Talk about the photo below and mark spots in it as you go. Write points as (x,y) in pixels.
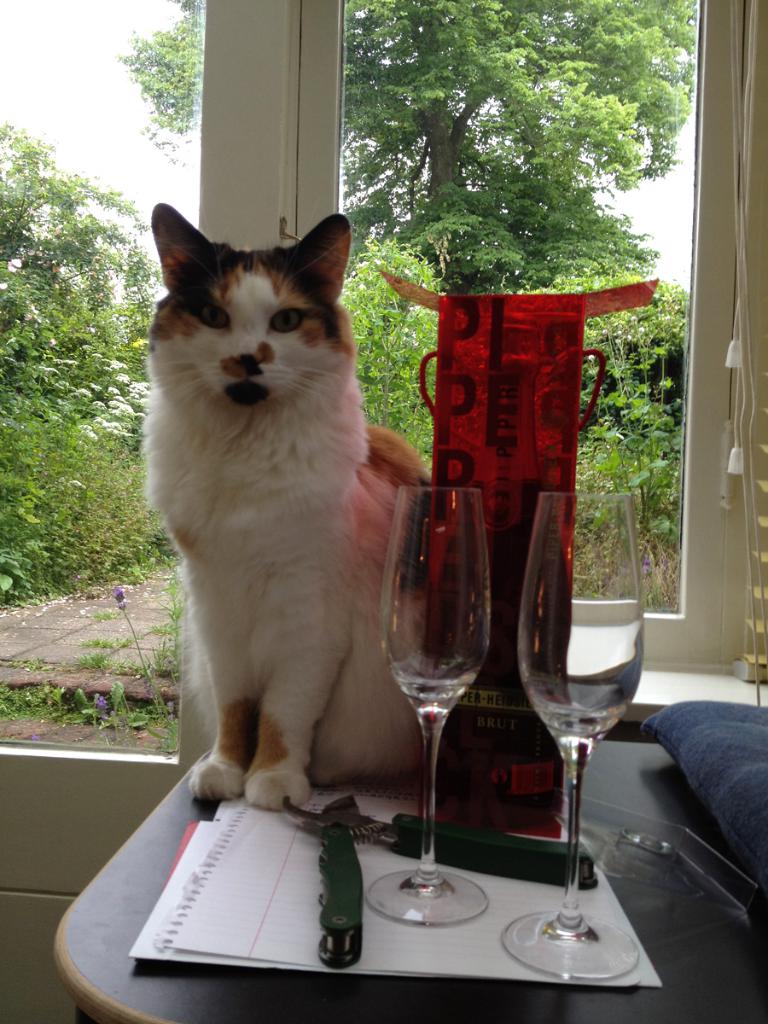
In the center (321,680) we can see table (635,790), on table (459,923) we can see cat (219,555), wine glasses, papers (281,936) etc. Back we can see window (687,297), some trees (456,204) and sky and some more objects (704,726) around cat (319,522).
